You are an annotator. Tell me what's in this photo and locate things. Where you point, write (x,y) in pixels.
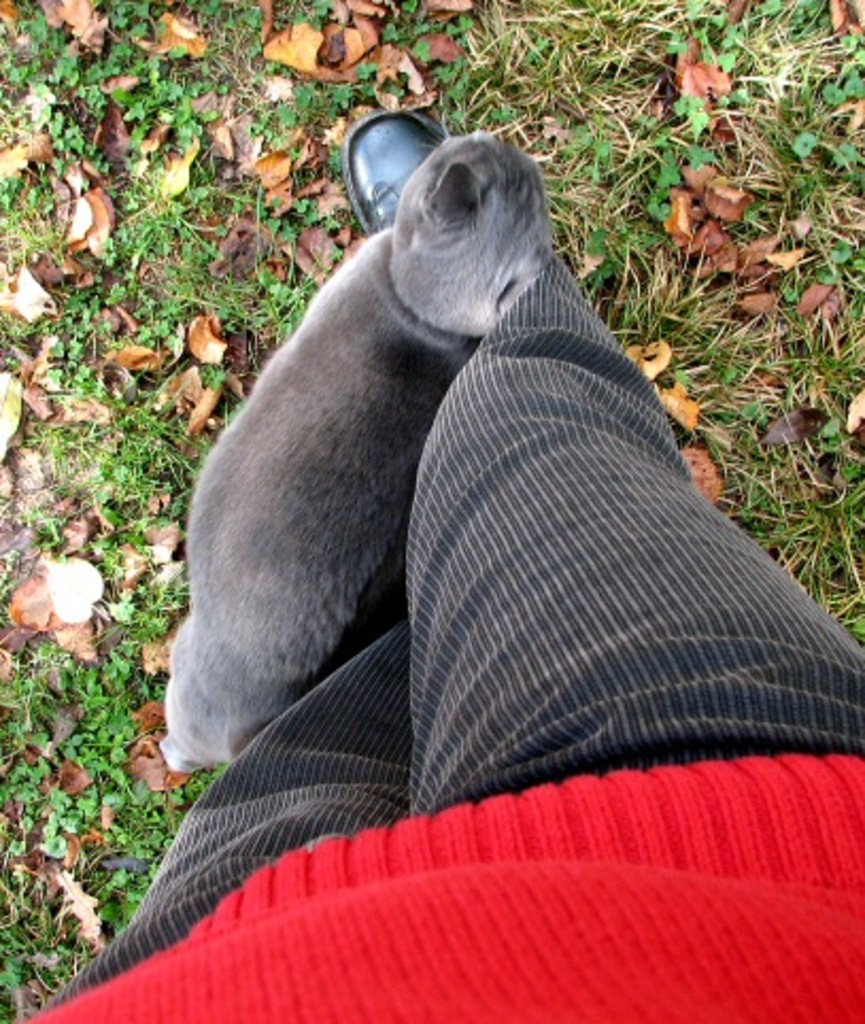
In this picture partial part of the human body (506,892) is visible. These are the legs (468,639) and we can see animal (399,383) standing next to the legs (413,674) of a human (319,701). This a green grass (510,53) and dried leaves (215,261).
